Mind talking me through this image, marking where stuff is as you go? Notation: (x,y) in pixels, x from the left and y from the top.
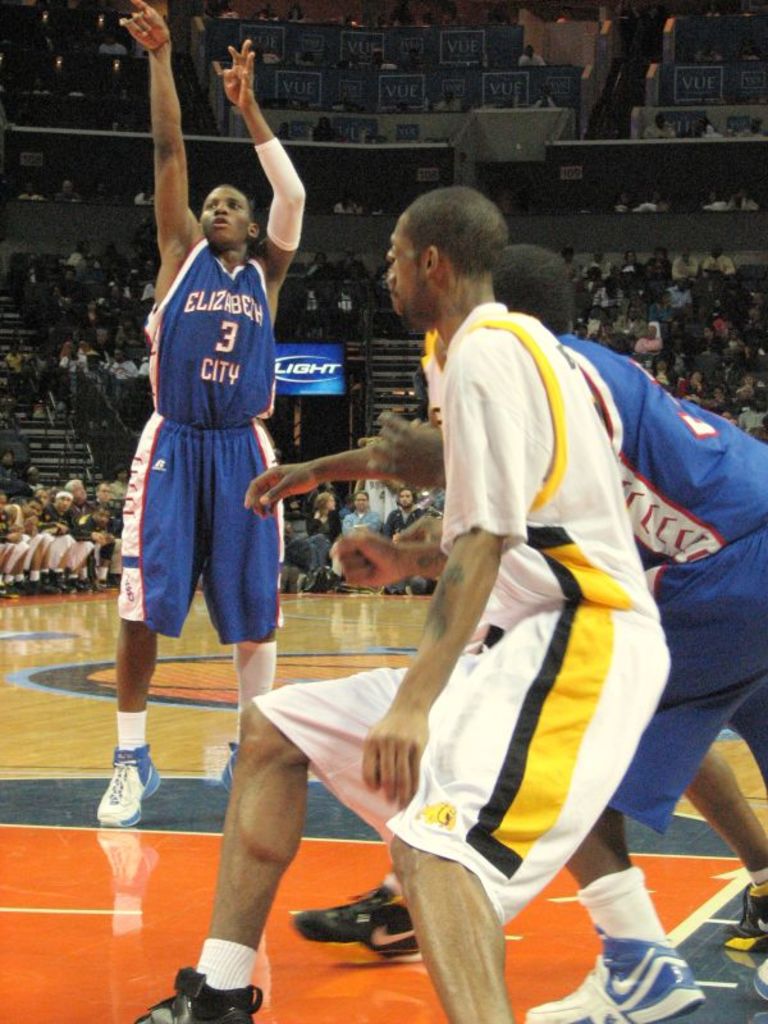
In this picture we can see there are some people (485,685) are playing on the court (213,691) and the man (138,796) is raising his hands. Behind the people (270,555) there are boards (291,25), some people (40,345) are sitting and other things (283,406).
